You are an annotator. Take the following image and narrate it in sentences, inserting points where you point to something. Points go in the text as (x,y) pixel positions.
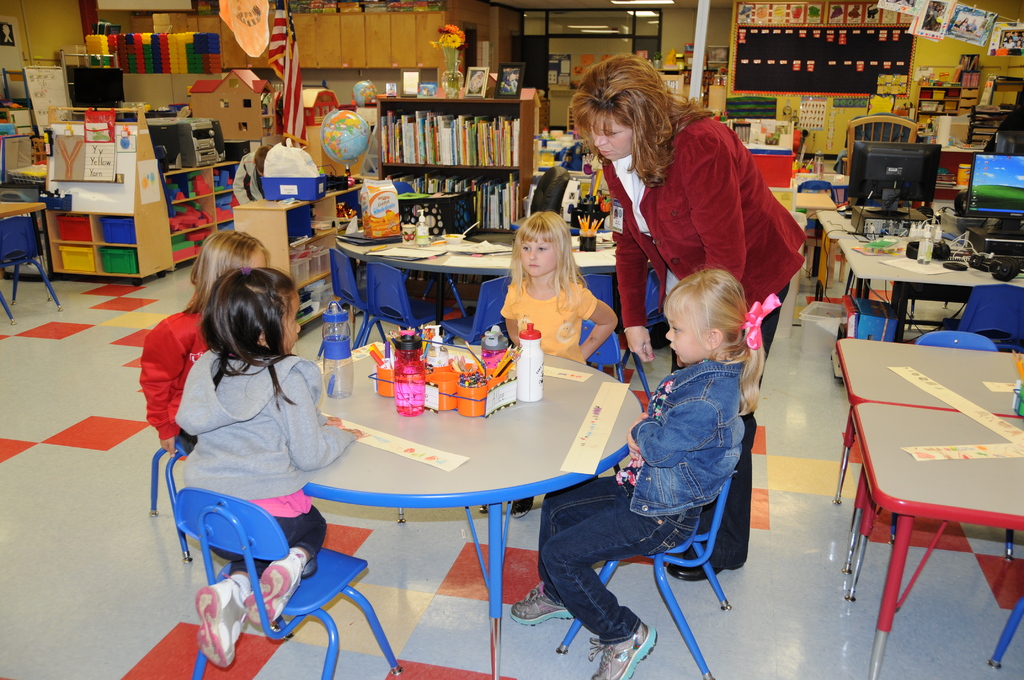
We can see board (852,64) over a wall (835,131) and few posters (821,120). We can see books (468,143) and tubs (120,254) arranged in a rack (122,273). This is a floor (88,430). We can see girls (296,307) sitting on chairs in front of a table (381,412) and on the table (340,416) we can see bottles (400,375) and few products (445,347). We can see one woman (669,144) standing near to the table (363,370).
